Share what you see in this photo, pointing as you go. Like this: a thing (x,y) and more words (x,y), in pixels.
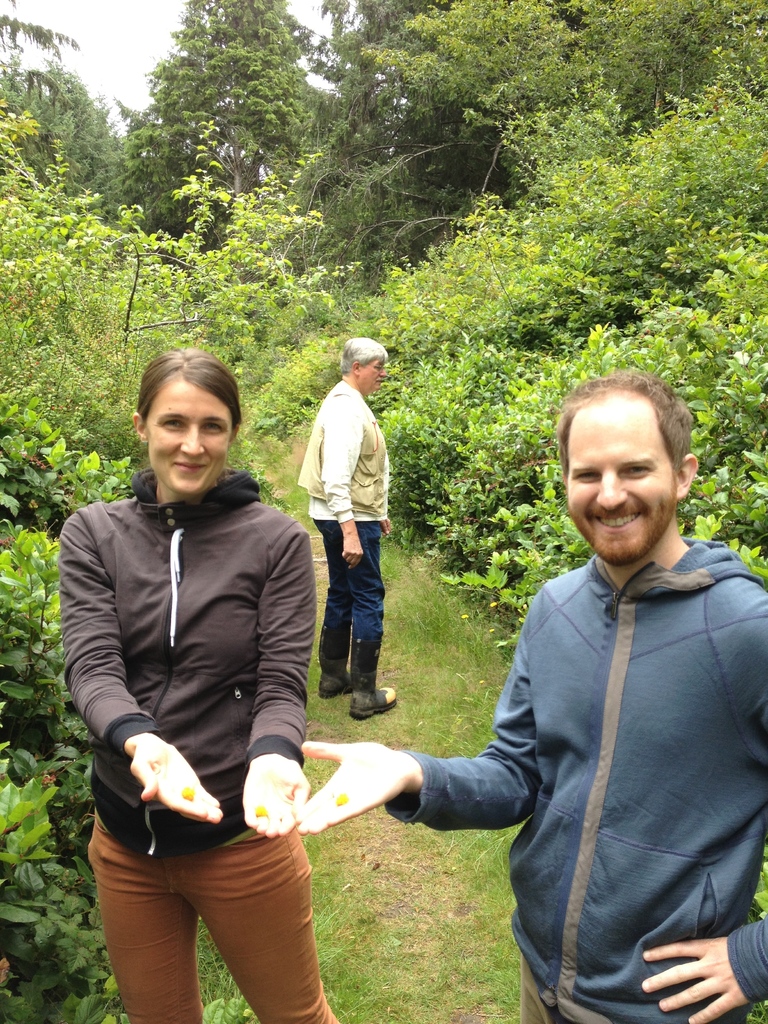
In this image we can see three persons (311,515) standing on the ground (426,907), two of them are holding few objects (340,799) in their hands (168,753) and there are few trees (99,253) and the sky (138,38) in the background (112,60).
